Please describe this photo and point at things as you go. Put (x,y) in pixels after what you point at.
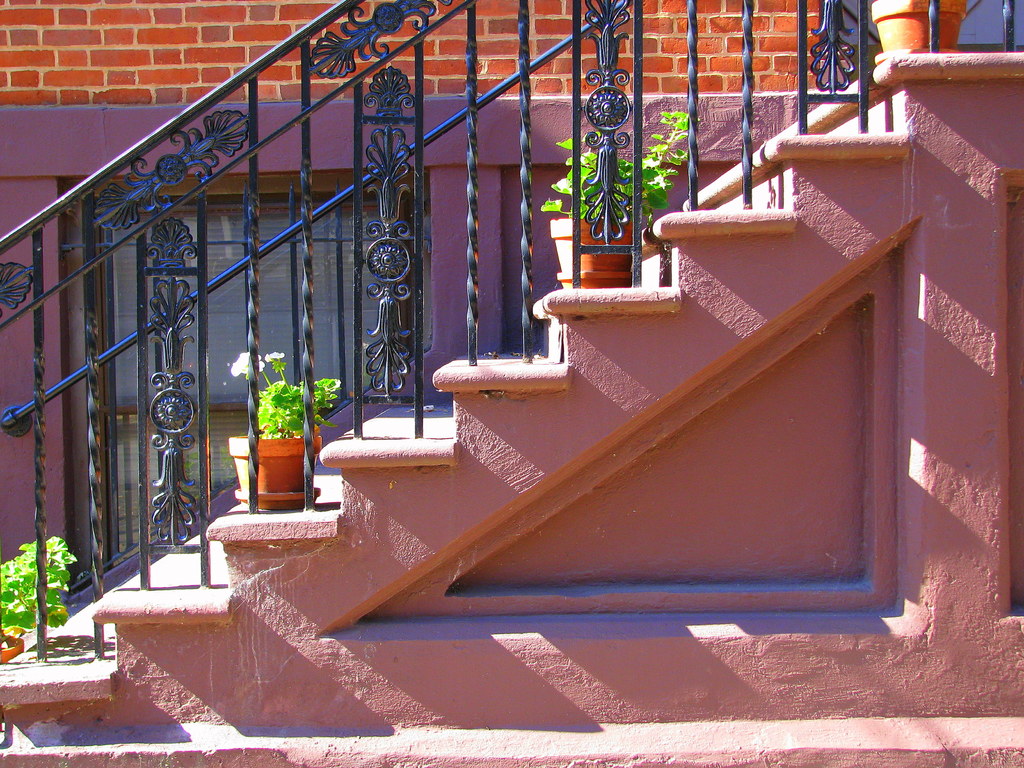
In this picture we can see a staircase (390,530) and iron grilles (385,314). There are plants (23,557) in the flower pots (940,28). Behind the iron grilles (203,319), there is a wall (23,76) with a window (195,332).
